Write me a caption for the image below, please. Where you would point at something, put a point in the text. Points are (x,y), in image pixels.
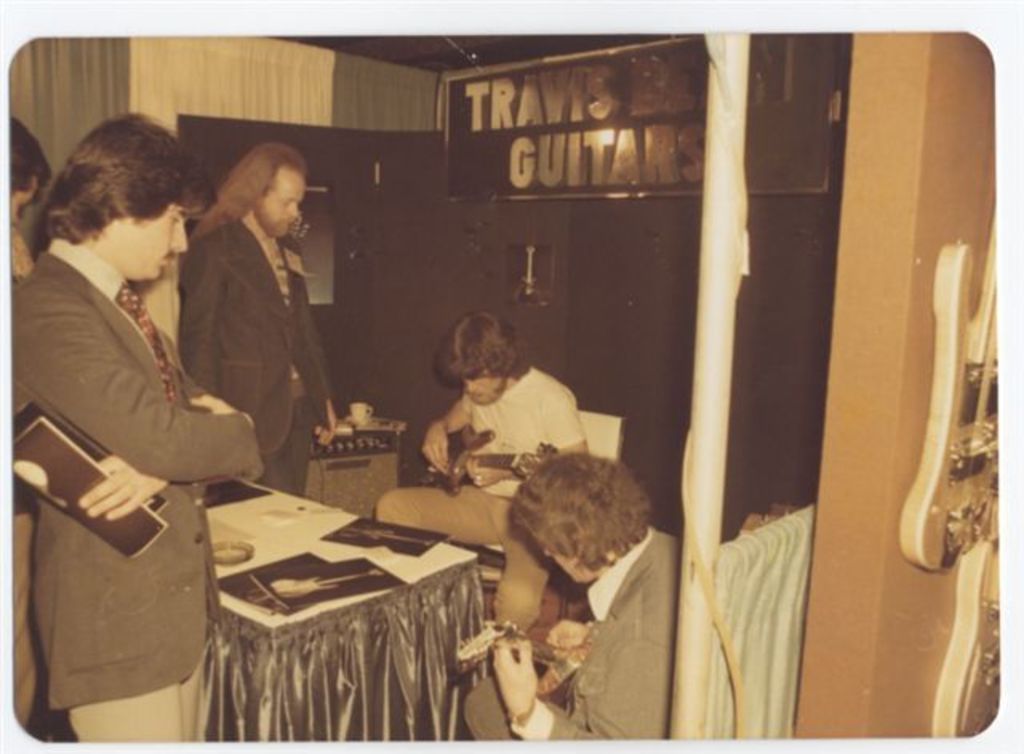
In this image there are group of persons (237,378) standing and sitting. In the center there is a table (346,634) covered with a cloth (357,635) and on the table (350,558) there are objects (319,565) which are black in colour. On the right side (949,553) there is some text (609,151) written on the wall (851,325) and there are musical instruments (945,501) hanging on the wall (668,347). There is a pole (684,599) and there is a cloth (755,626) hanging. In the background (296,113) there is a curtain (126,82) which is in the background (175,77).
